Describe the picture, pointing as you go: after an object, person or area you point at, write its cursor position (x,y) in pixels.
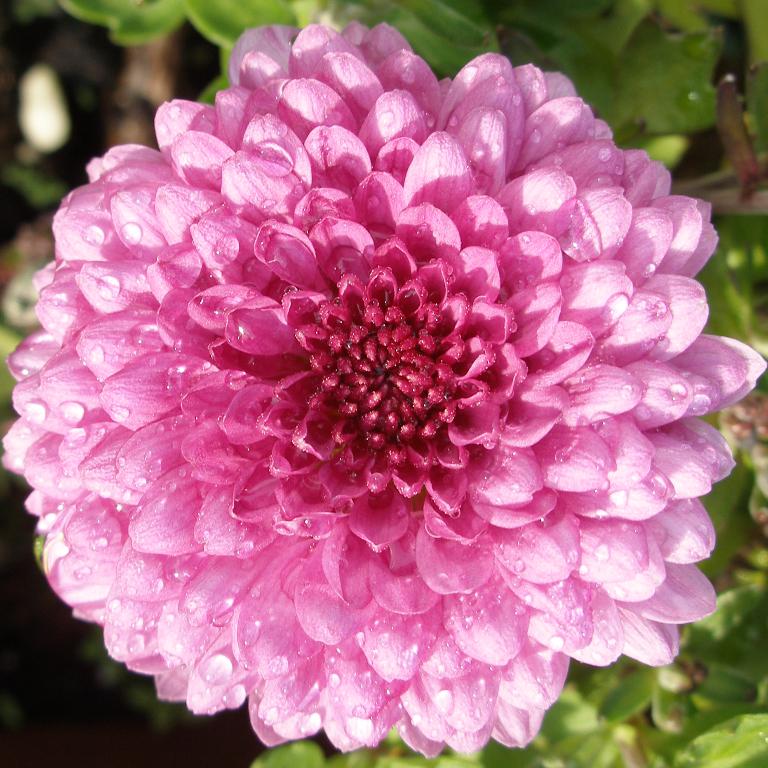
In this picture we can see a flower (648,493), leaves (606,733), and a plant (649,705).
